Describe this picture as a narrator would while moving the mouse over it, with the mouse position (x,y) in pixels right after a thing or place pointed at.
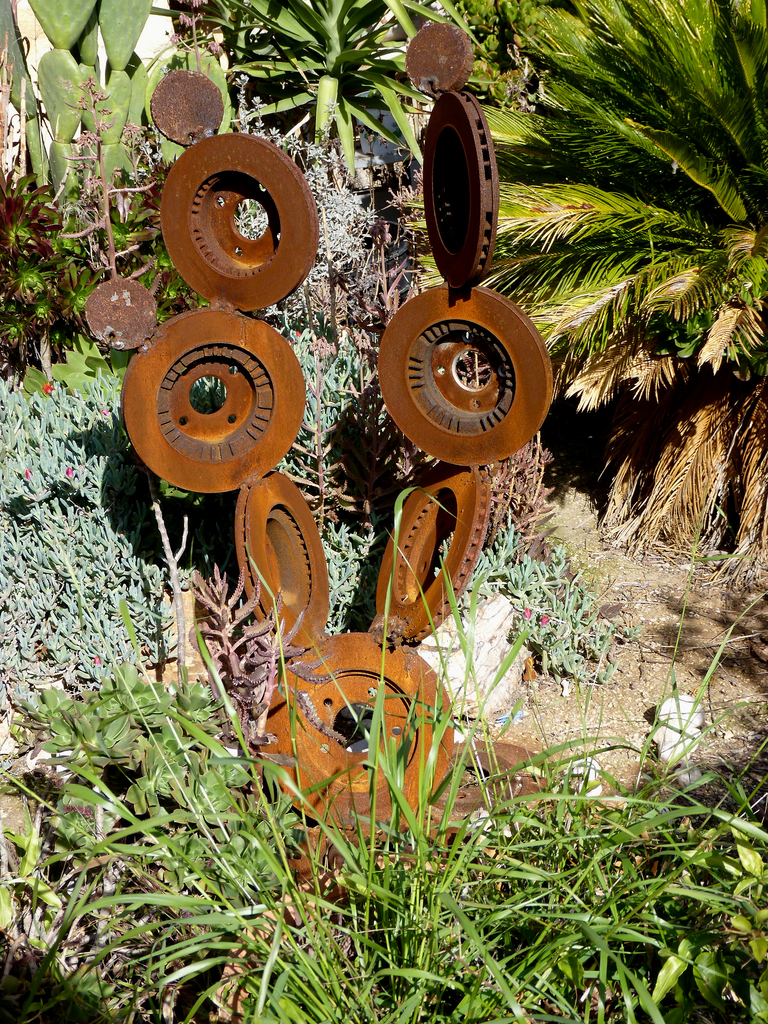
In this image there is a metal sculpture (322,757) on the land (507,741) having few plants (718,289), grass (413,949) and trees (681,495) are on it.
